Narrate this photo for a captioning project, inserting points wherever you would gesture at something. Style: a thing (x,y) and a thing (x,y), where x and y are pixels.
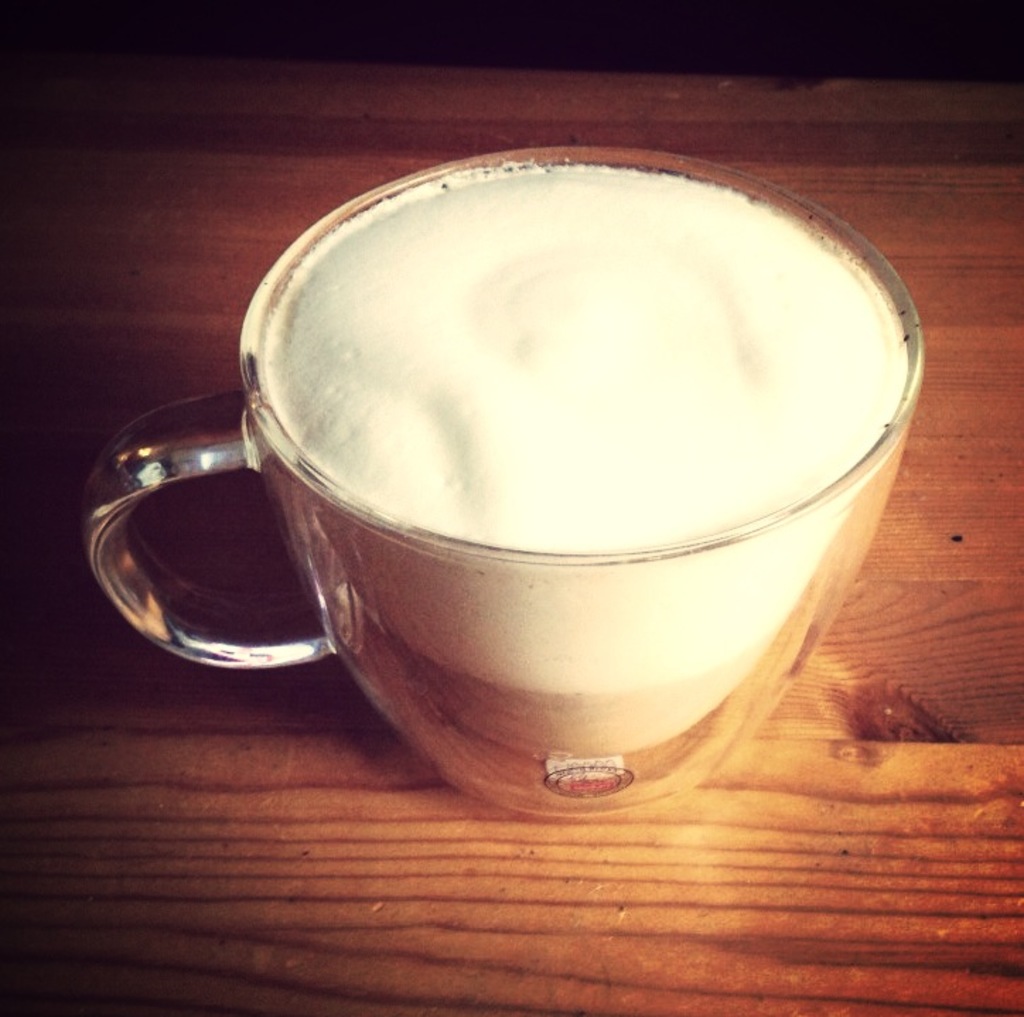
In this picture we can see a cup (777,575) with drink (515,436) in it.
